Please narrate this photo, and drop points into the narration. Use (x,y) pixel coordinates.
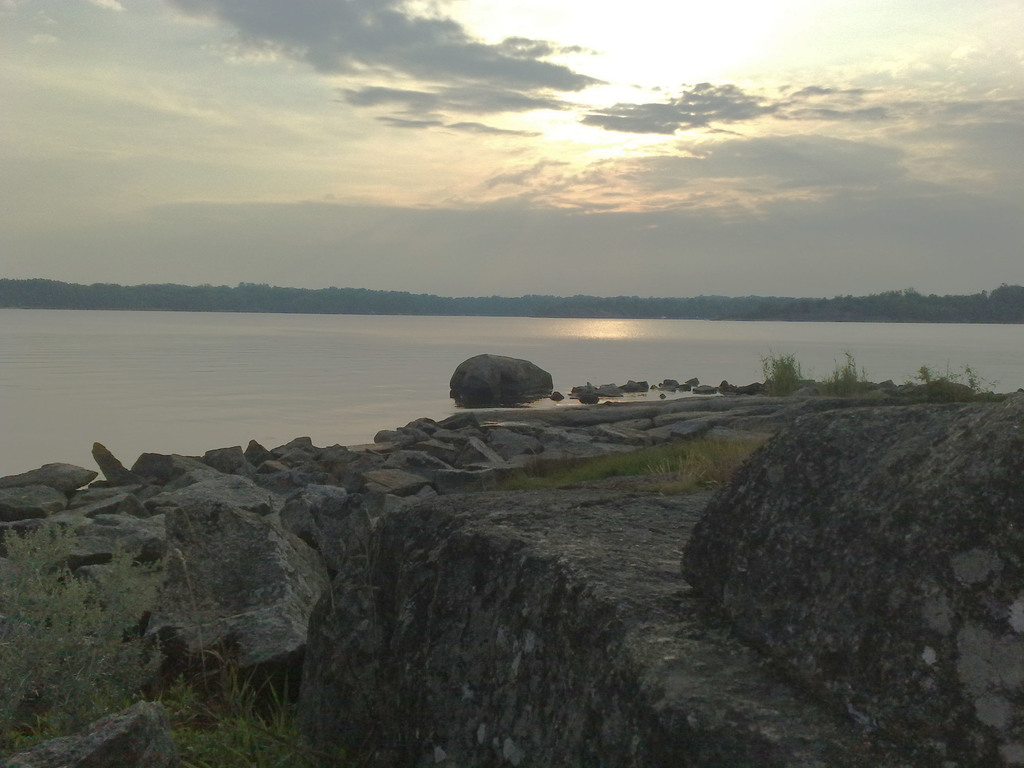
In this image there are rocks (380,597), plants (69,681), in the background (84,410) there is a river (90,381), trees (992,320) and the sky (769,197).
